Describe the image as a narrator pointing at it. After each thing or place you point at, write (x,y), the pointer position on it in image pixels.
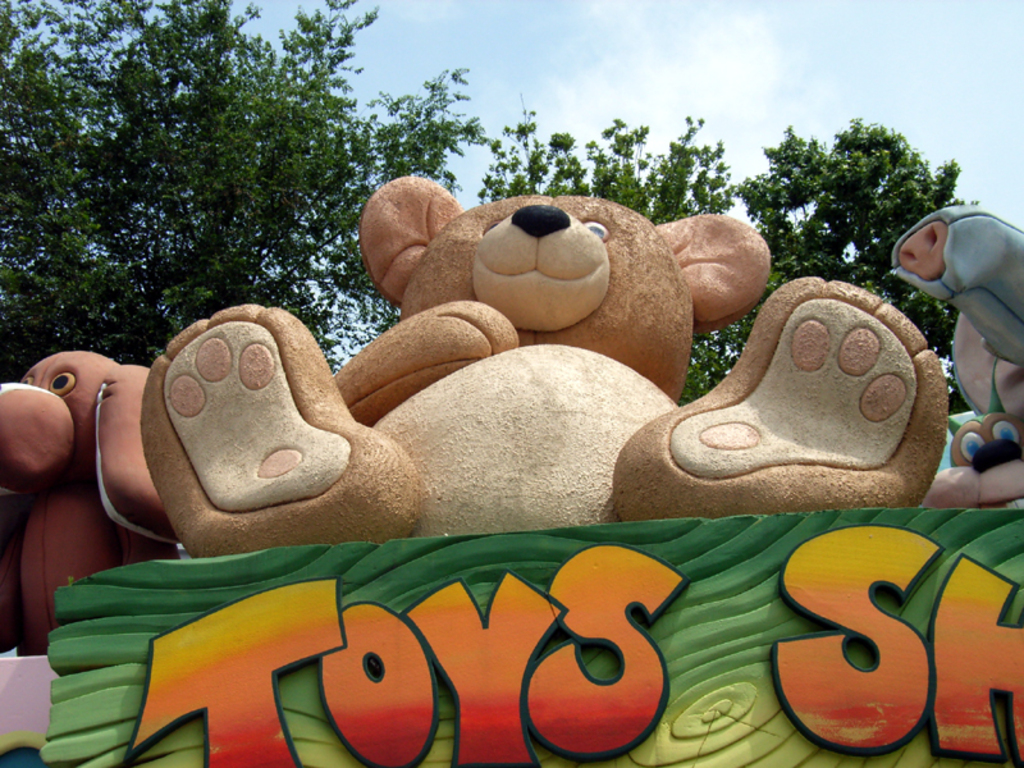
In this image I can see few toys (462,350) which are in brown and blue color. And I can see the board (436,587) toys shop is written. And it is in green, red and yellow color. In the background (295,114) I can see the trees (410,143) and the blue sky (588,122).
